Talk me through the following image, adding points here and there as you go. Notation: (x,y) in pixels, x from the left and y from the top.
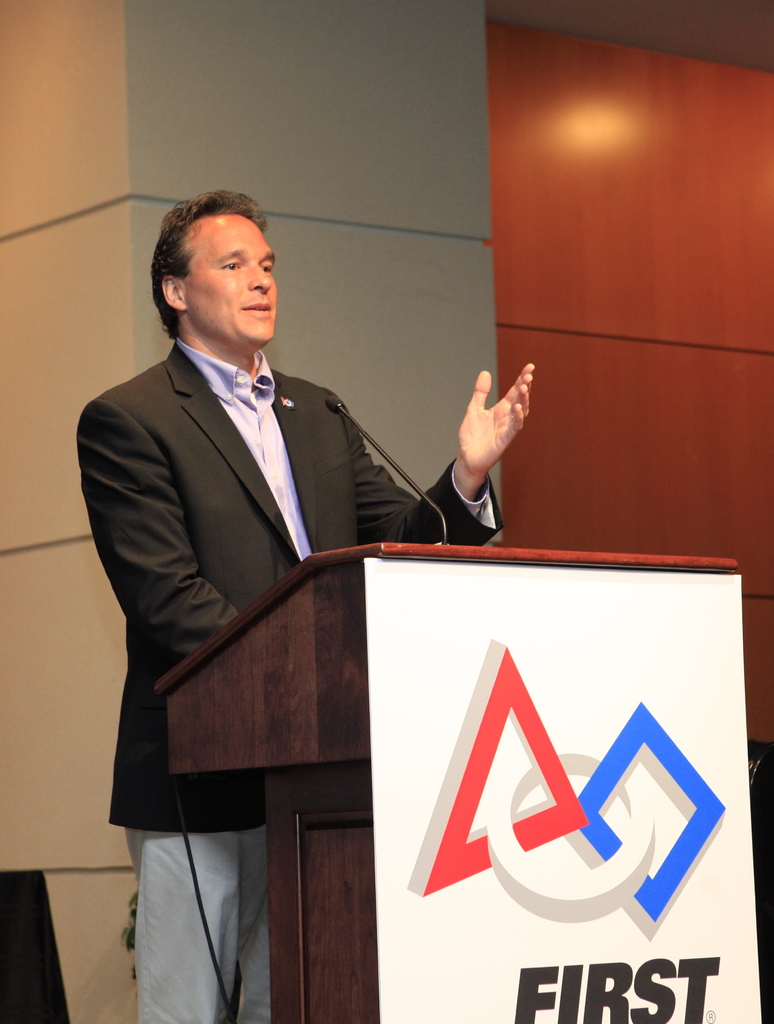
We can see a person (262,560) standing and wearing a black color blazer (260,525) is on the left side of this image (159,521). We can see a mic table (452,736) at the bottom of this image (326,827) and there is a wall (547,426) in the background (547,426).
